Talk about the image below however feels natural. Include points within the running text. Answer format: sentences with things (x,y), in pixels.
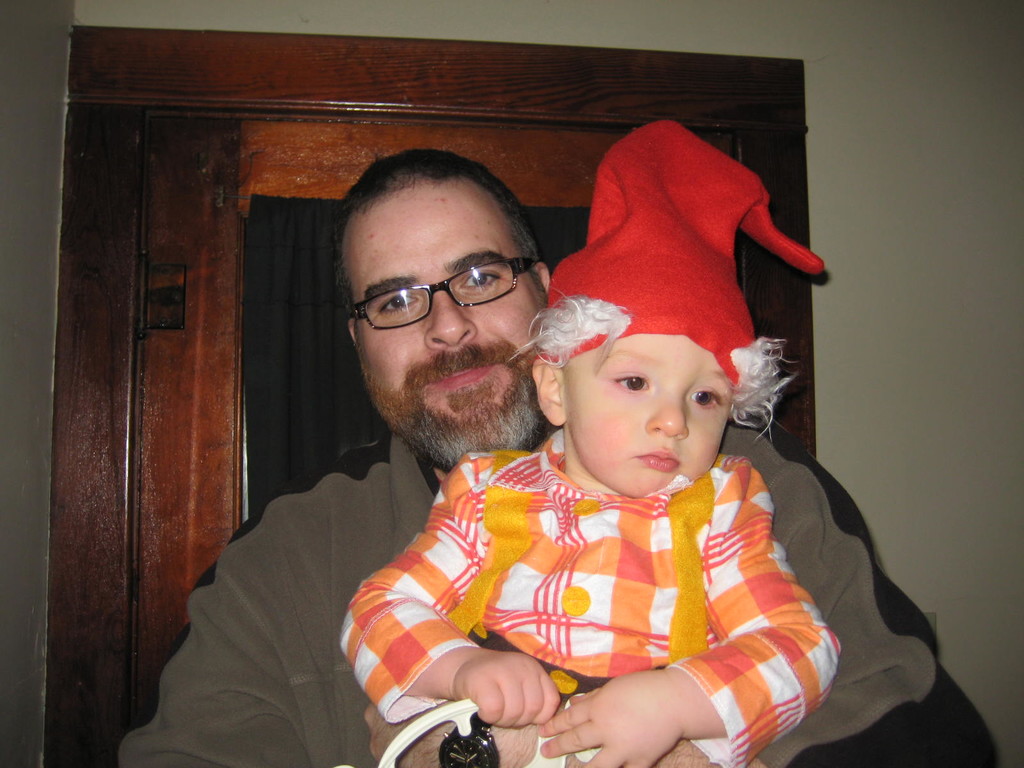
In this image I can see a person (349,586) wearing spectacles (494,292) is holding a baby (594,561). In the background (895,297) I can see the wall (924,249) and a door (146,389).
